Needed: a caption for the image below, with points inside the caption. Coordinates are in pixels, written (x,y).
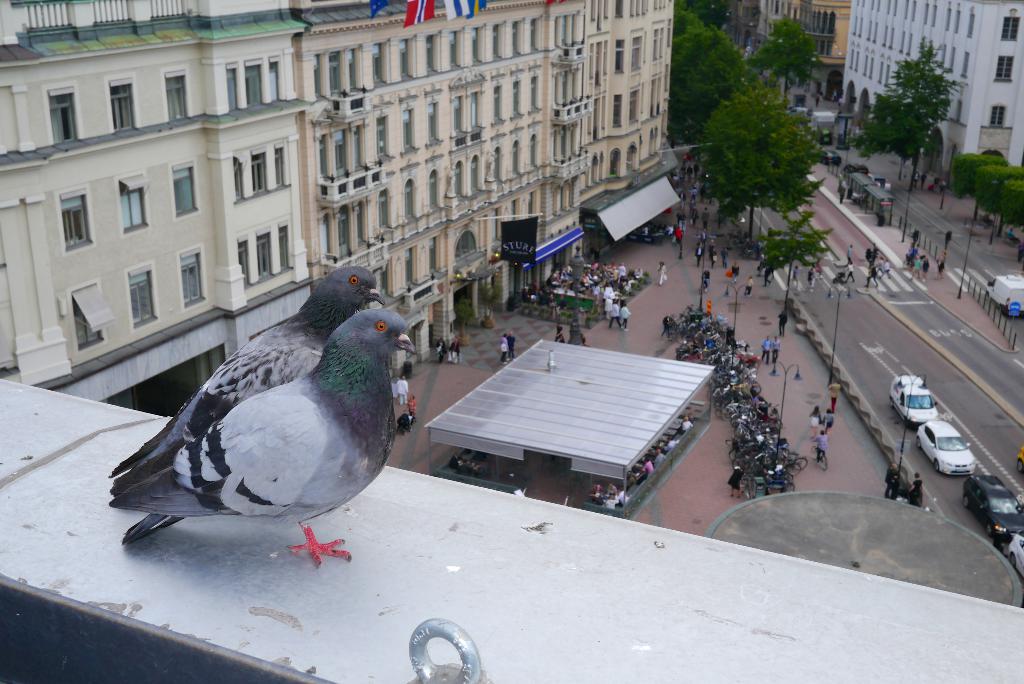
This image is taken from the top. In this image there are two pigeons (301,352) standing on the floor (377,566) at the top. At the bottom (756,464) there are so many cycles (725,389) which are parked on the floor (633,297). On the right side (877,335) there is a road (903,341) on which there are vehicles (940,456) and some people (871,272) are crossing the zebra crossing (893,283) Beside the road (825,259) there are trees (775,161) on either side of the road (853,161). On the left side (340,114) there are buildings (619,125). At the bottom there are so many people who are walking on the floor (652,260).
